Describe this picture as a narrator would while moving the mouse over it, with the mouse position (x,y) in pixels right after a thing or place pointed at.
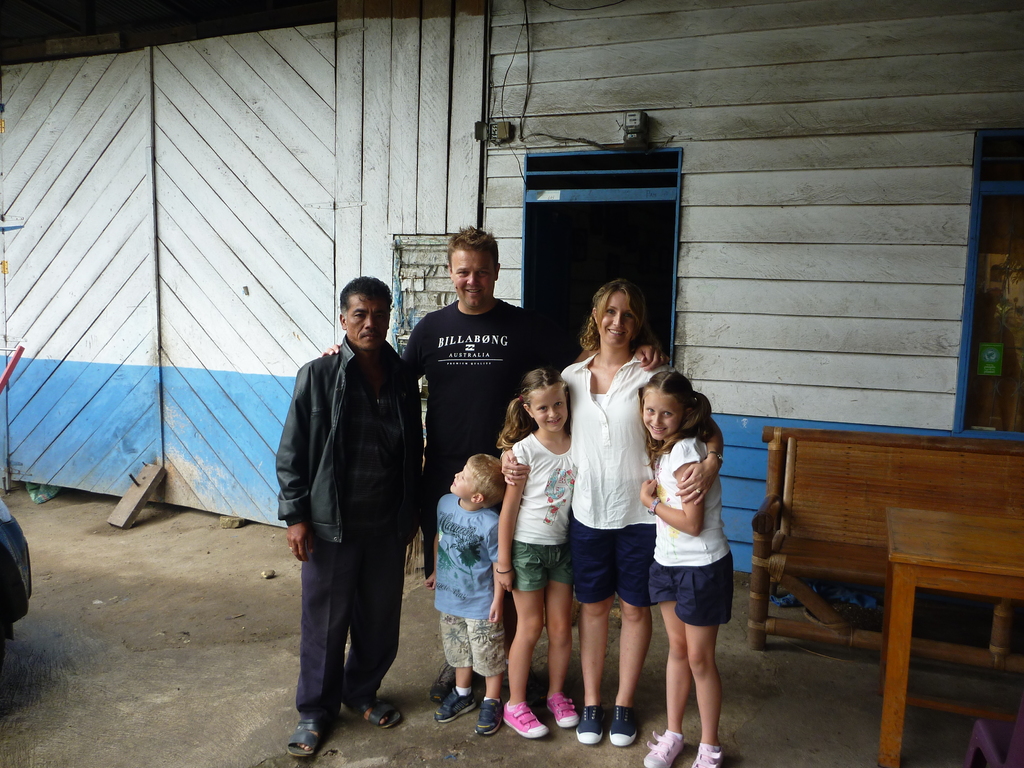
In the foreground (594,646) I can see six persons (463,492) are standing on the floor (427,635), table (901,533) and a bench (780,514). In the background (433,221) I can see a wooden wall (277,240). This image is taken may be during a day.
